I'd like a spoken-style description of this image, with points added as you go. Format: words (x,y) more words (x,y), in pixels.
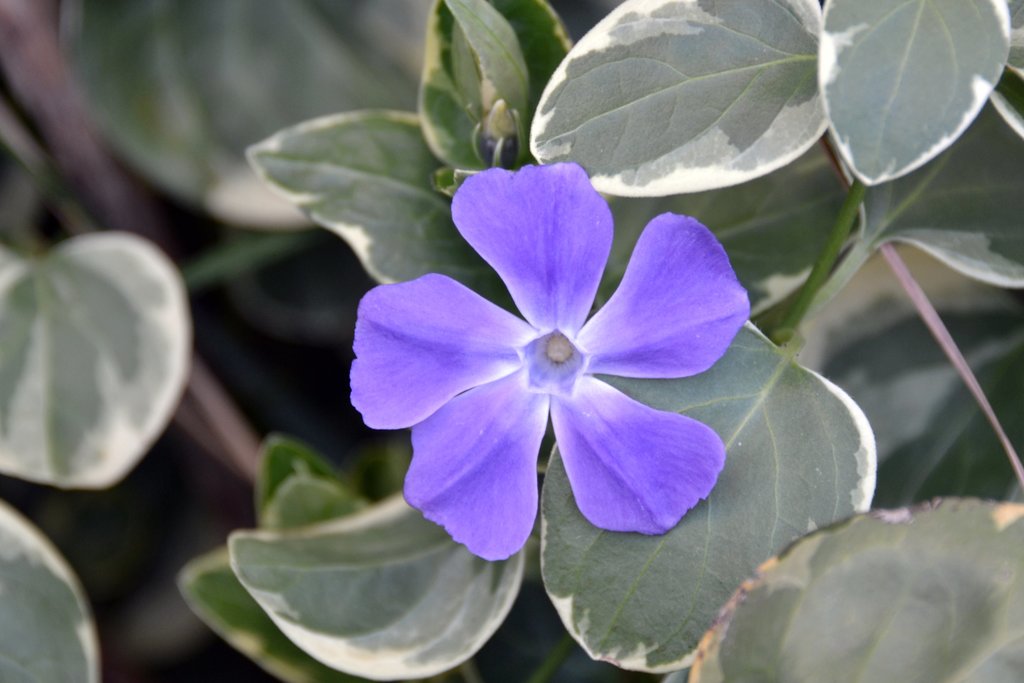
In this picture we can observe a violet color flower (442,322) to the plant (358,155). We can observe some plants (783,217) and leaves (585,133) which are in green color.
